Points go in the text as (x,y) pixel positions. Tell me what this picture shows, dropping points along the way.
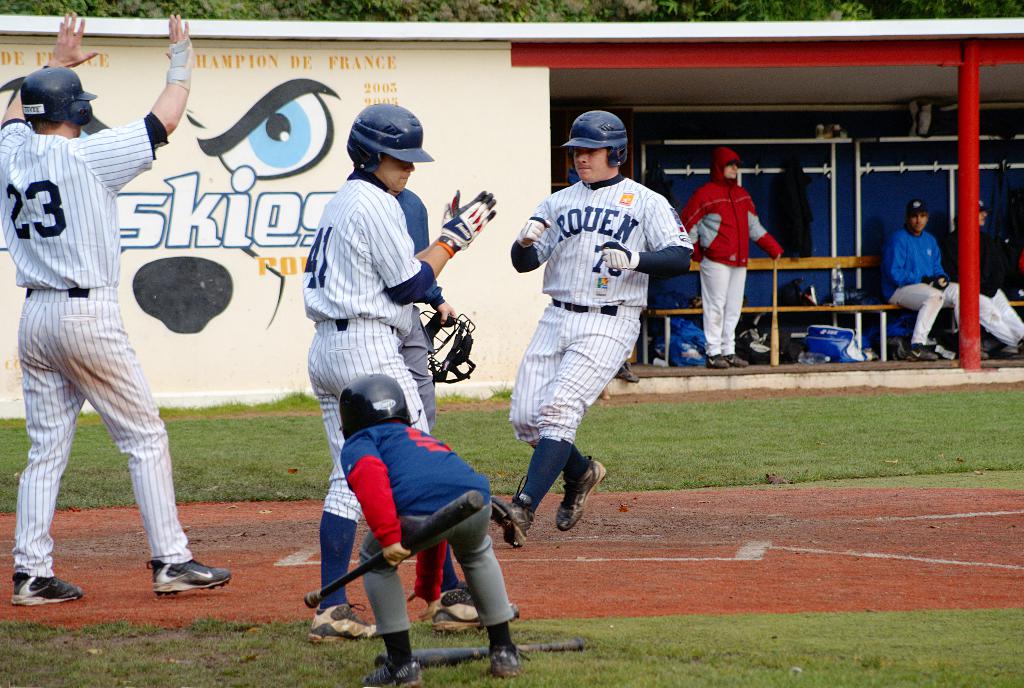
In this image, we can see few people (52,472). Few are playing a game on the ground (639,588). At the bottom (383,583), kid (485,575) is holding a stick (380,566). Background (665,134) we can see shed (686,186), few people (889,267) are sitting on the bench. Here we can see some objects (679,366), rods (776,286), pole (975,242), painting (245,274) on the wall (227,177).
